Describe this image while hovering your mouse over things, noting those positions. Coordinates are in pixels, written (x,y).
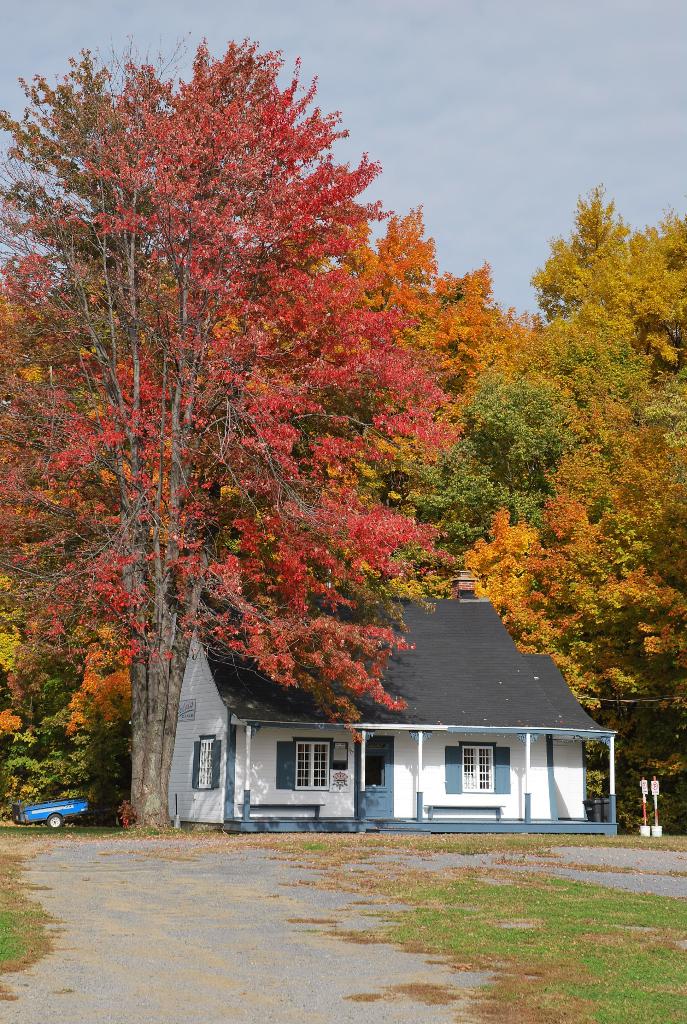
In the center of the image (425,648) there is a house (435,761). On the right (685,510) and left side of the image (212,537) we can see trees (335,520). At the bottom of the image (46,816) we can see vehicle (78,804), road (230,900) and grass (397,928). In the background (555,129) there are clouds (468,90) and sky (412,108).
